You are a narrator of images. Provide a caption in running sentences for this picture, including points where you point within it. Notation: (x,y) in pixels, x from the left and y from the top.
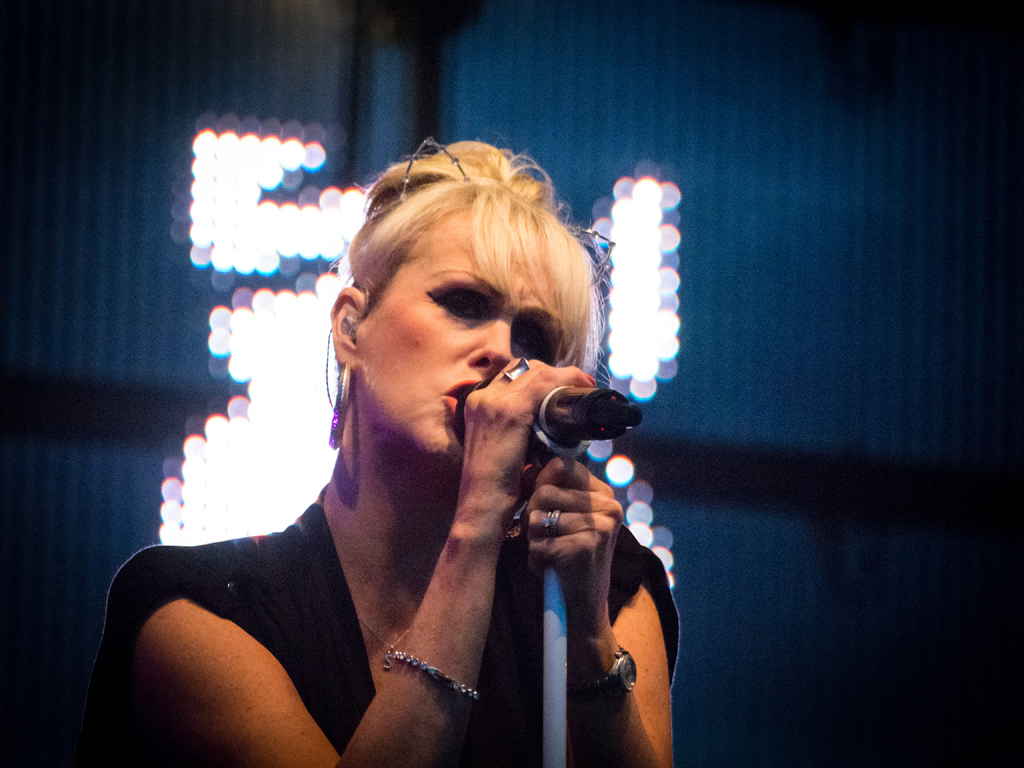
In this picture, we can see a lady (533,555) holding pole (545,575), and microphone (617,416), and we can see the blurred background (286,137) with some lights (614,237).
